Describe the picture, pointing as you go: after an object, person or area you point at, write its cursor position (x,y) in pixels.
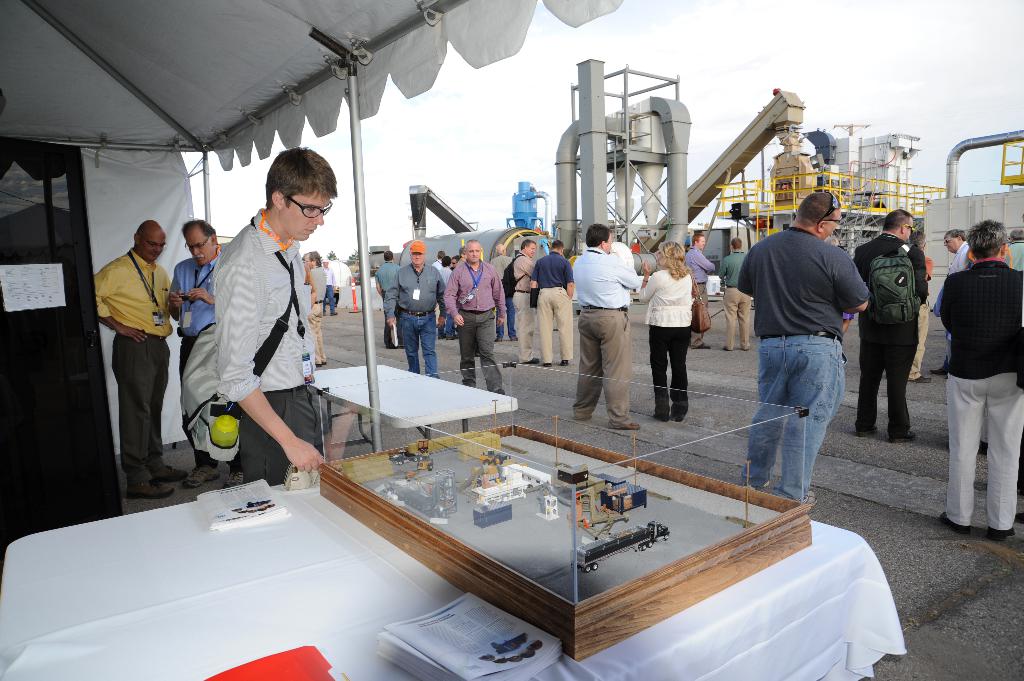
There are group of people (143,240) in the picture and some machines (736,174). Here the people (430,276) are wearing the id cards (462,295) and some are wearing the back packs (891,291) and there are two tables (313,539) on which the things (572,571) are been placed like papers (488,624) and there is a tent (299,91) above the tables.
